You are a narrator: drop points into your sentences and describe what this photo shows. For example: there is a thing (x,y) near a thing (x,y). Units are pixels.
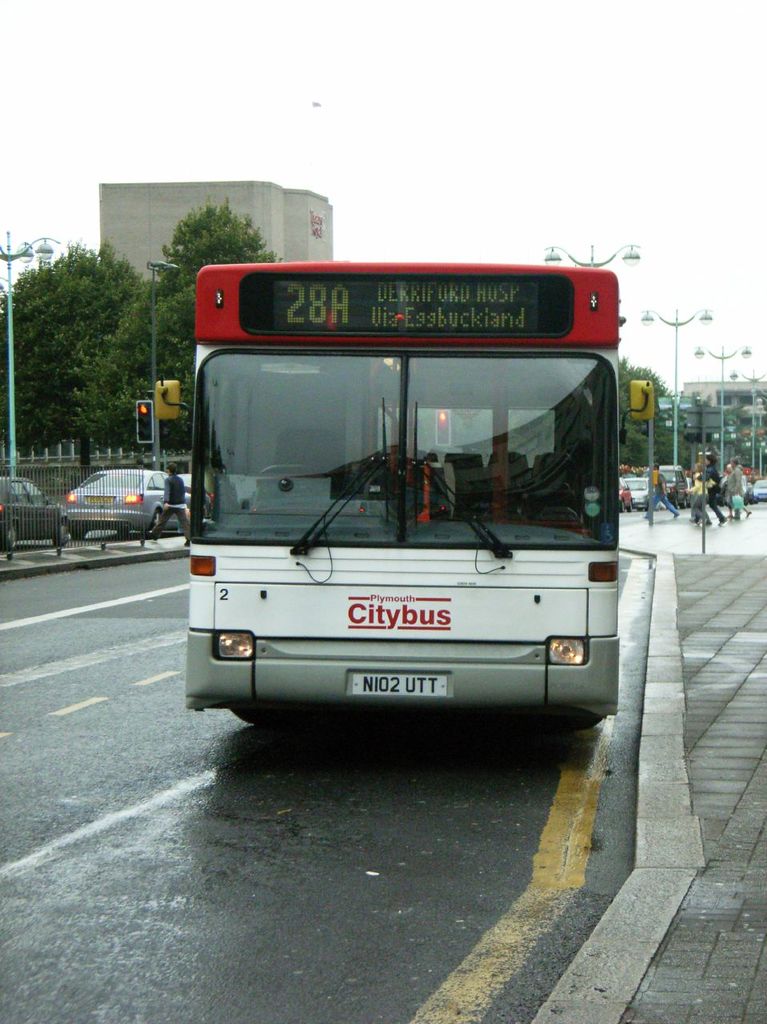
In this there is a road (247,762), on which there is a bus (580,498) and behind the road (213,757), there are few people (742,482) walking, poles (754,400), buildings (733,382), trees (729,419) visible on the right side (628,379), at the top (457,147) there is the sky (223,148), on the left side (122,475) there is fence (100,491), behind the fence (104,514) a person (169,510), poles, trees (132,285), building (181,212) visible.
